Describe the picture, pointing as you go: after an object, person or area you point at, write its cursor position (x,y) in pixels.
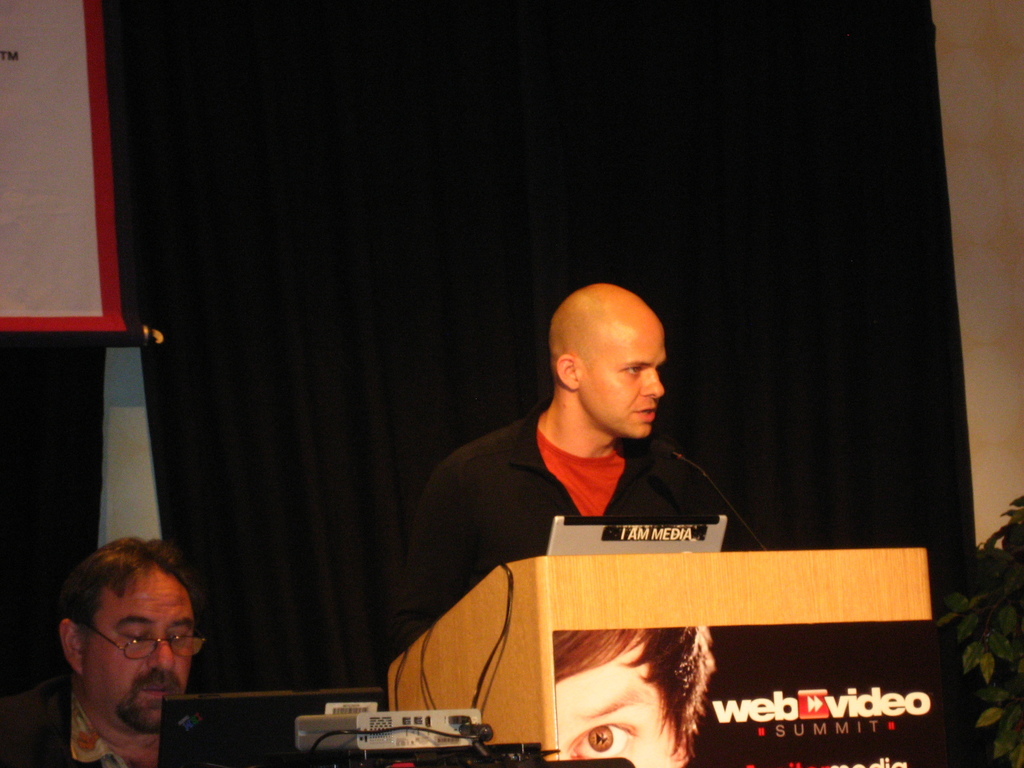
In the center of the image (587,457) we can see a man (491,443) standing, before him there is a podium (532,696) and we can see a laptop (705,524) and a mic (693,468) placed on the podium (674,668). On the left (135,762) there is a person (97,722) sitting. At the bottom (315,749) there is a projector (365,744) and a laptop (286,728). In the background (332,66) we can see curtains (78,379), board (46,290) and a wall (950,110). On the right (1004,535) there is a plant (998,620).
